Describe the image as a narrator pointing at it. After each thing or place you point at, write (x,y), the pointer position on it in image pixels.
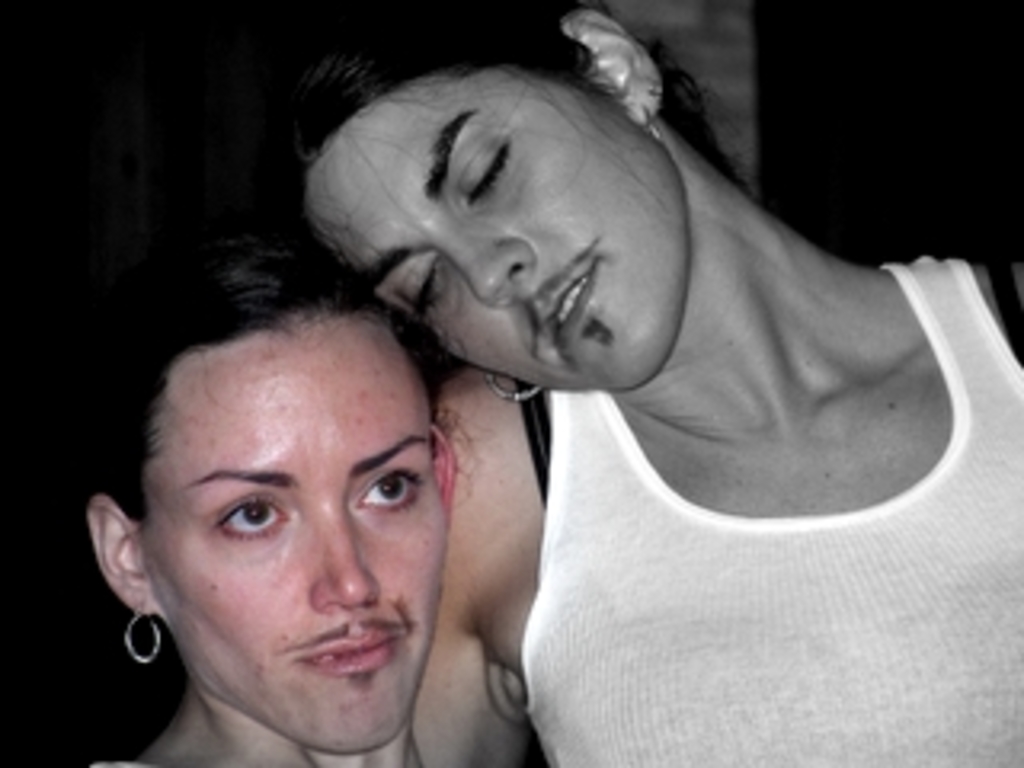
In this picture I can see two persons (343,494), and there is dark background (18,378).
